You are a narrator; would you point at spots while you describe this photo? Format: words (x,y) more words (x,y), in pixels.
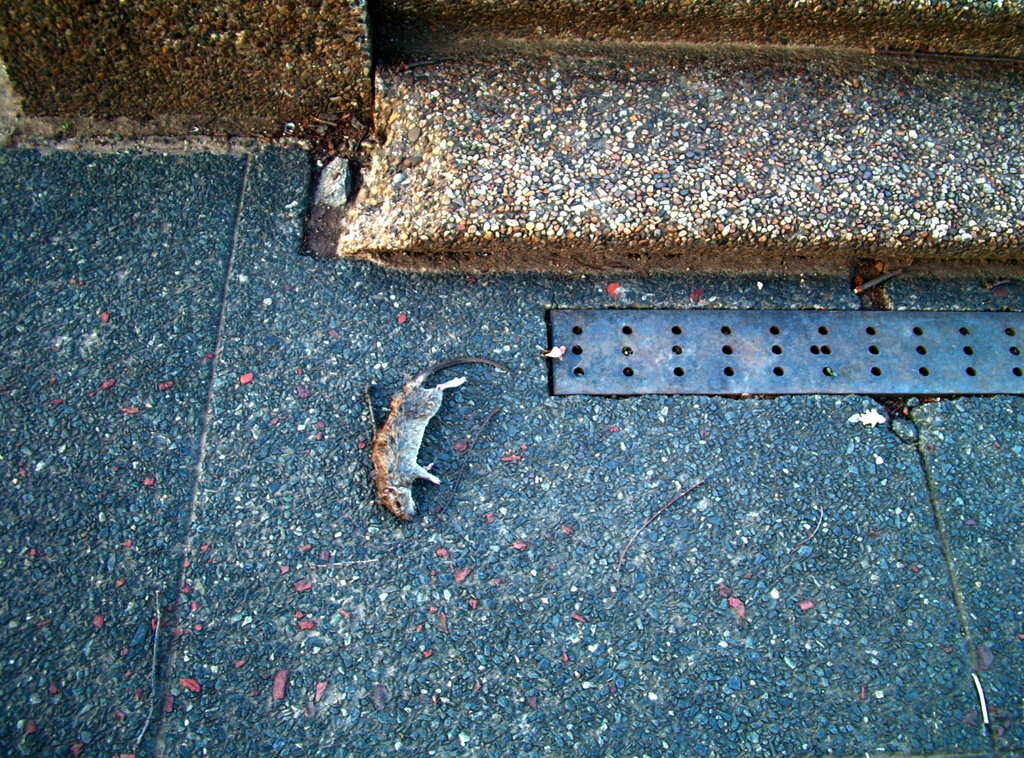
In the foreground (307,473) I can see a rat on the floor (462,490). In the background (476,213) I can see a wall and steps (490,181). This image is taken during a day.
